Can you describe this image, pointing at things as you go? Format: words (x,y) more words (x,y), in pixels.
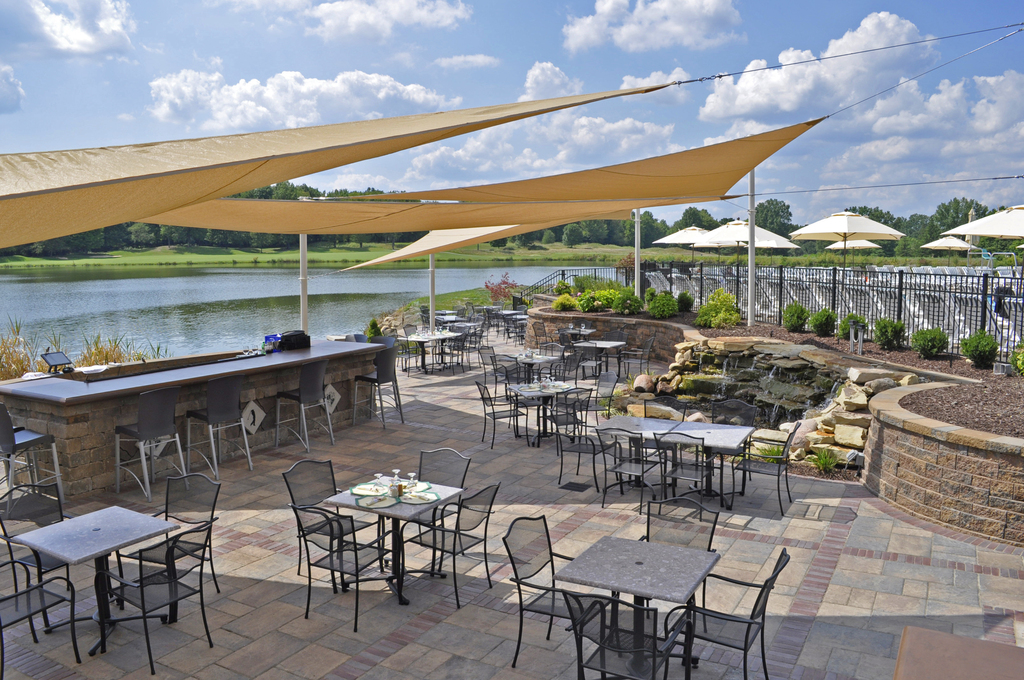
In this image I can see the floor (864,587), few chairs (752,634), few tables (641,568), few tents (605,209) which are brown in color, few cream colored umbrellas (822,224), few plants (665,305) which are green in color, the metal railing (755,306), the water (518,282) and few trees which are green in color. In the background (909,210) I can see the sky (891,201).
